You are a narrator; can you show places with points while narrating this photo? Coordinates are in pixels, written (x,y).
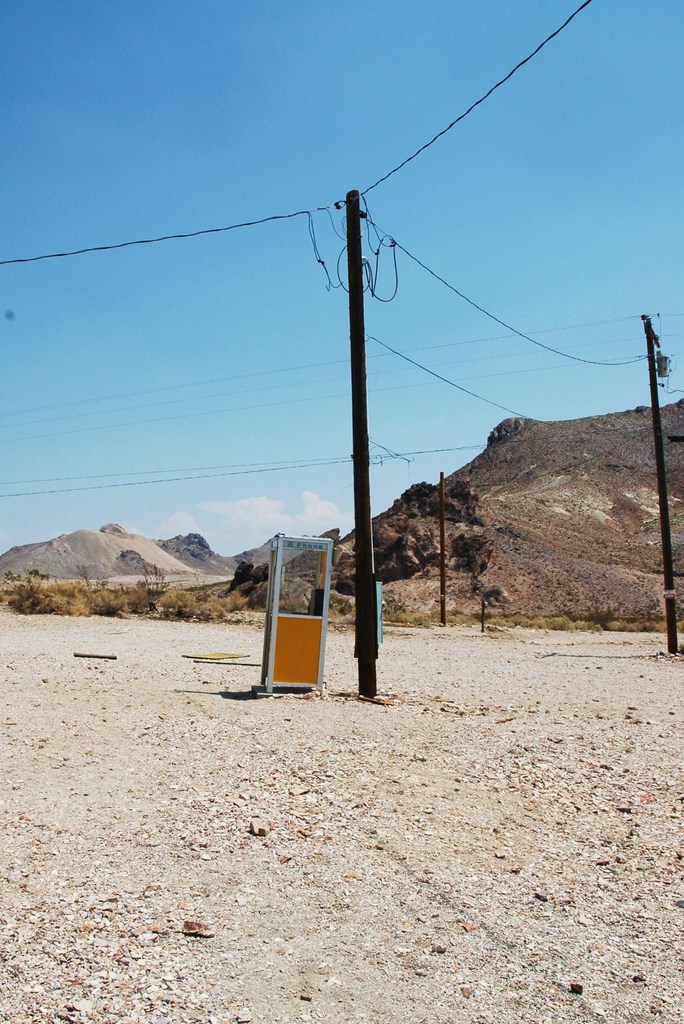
In this image I can see few electric poles (671,568). In front (276,624) I can see the booth (314,625), background (220,499) I can see the rock (510,511) and the sky (345,150) is in blue and white color.
